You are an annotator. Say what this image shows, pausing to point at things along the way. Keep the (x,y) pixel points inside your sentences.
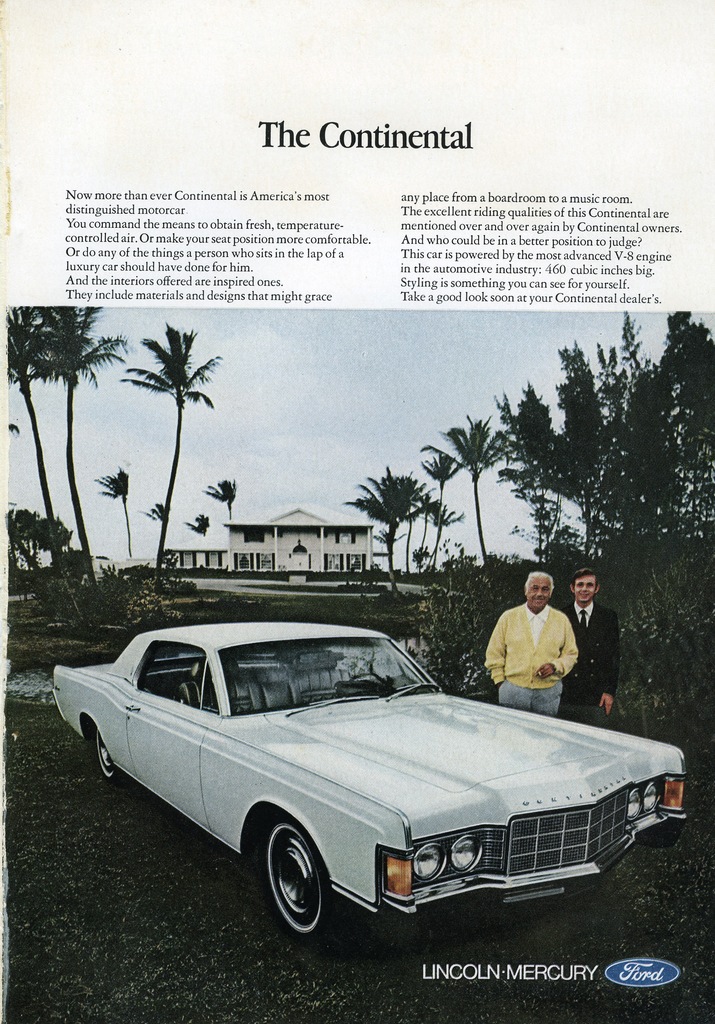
There is a poster (359,553) we can see a car (327,747) and two men (567,653) standing beside the car (516,837) and in the background (370,555), there are trees (585,438), building (353,542) and the sky (426,355). On the top (592,270), there is some text (428,219).
